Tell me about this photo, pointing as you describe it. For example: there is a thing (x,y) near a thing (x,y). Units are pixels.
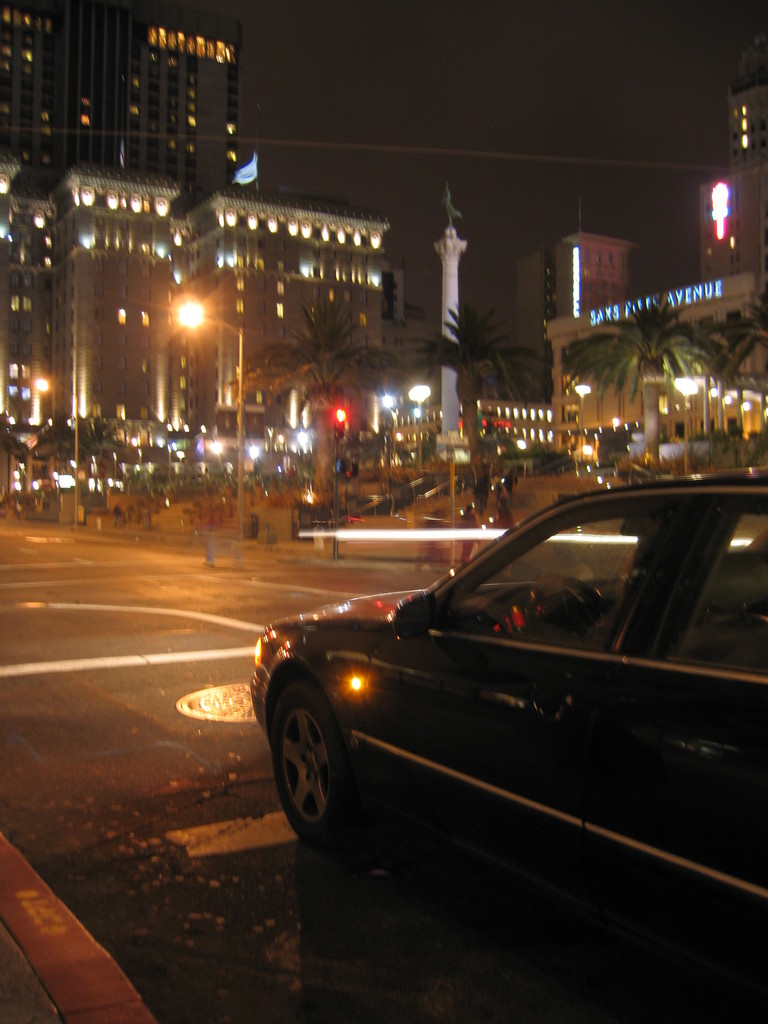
On the right side (594,788) a car (543,816) is moving on the road (469,878), in the middle (261,458) there are very big buildings (293,214) and lights (291,412). At the top (348,89) it is the sky (449,67) in the night.
